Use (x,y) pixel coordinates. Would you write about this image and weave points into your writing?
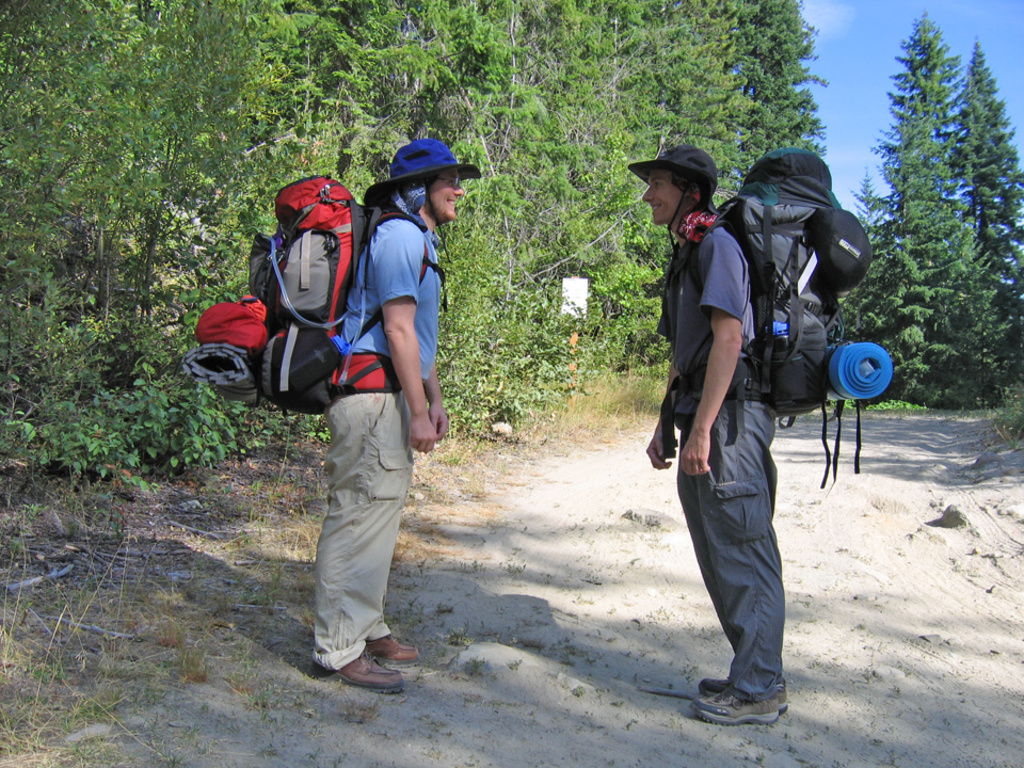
Here we can see two people (332,430) wearing hat (399,174) and travel bags (336,229) staring towards each other and laughing, beside them we can see trees (914,271).
